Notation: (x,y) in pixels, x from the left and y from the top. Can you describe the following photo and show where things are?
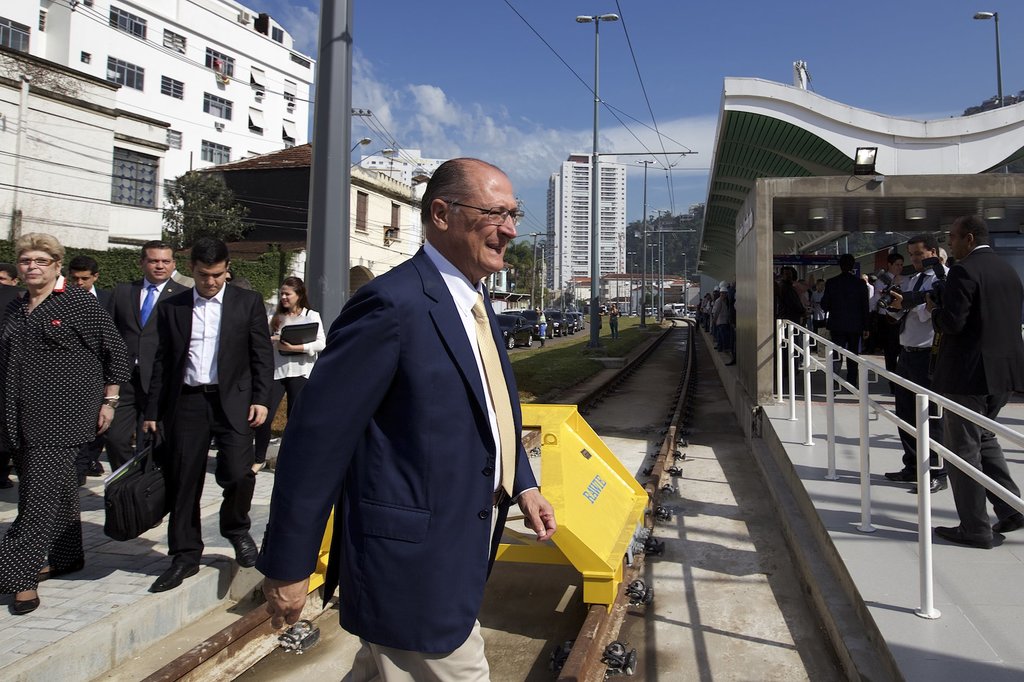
In the image I can see some people (521,483) and also I can see some buildings (18,145), poles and some trees (634,267).
